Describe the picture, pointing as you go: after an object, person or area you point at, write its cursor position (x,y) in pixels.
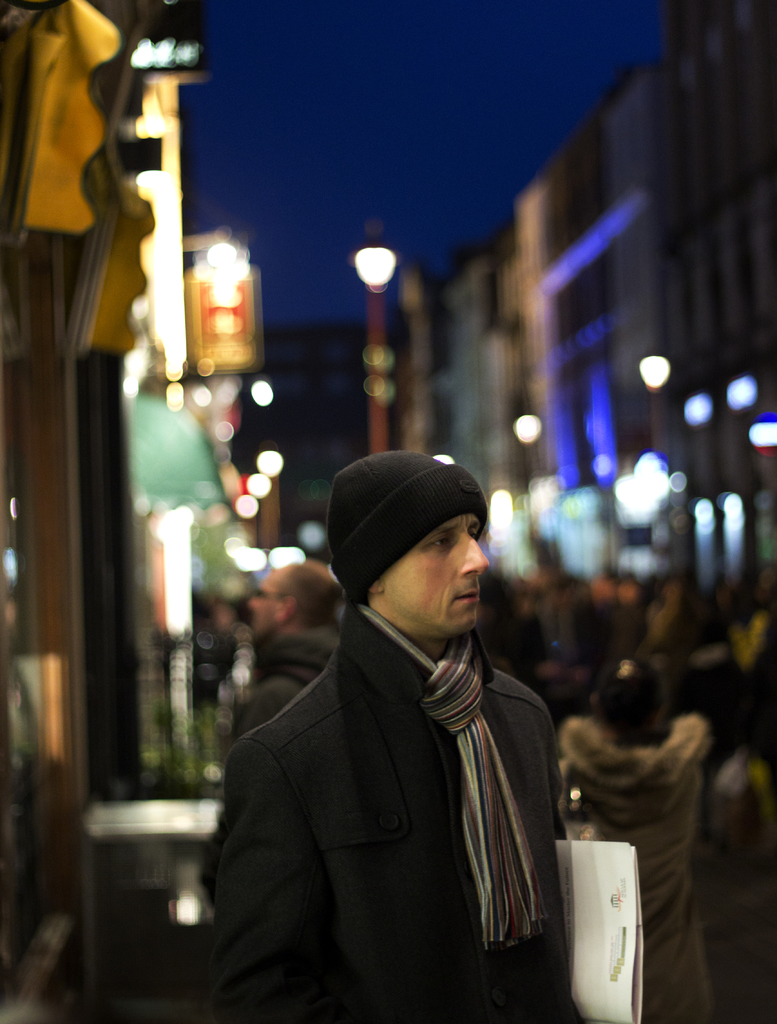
In the image there is a man (416,640) in the middle (416,640) with grey suit (416,778), scarf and black cap (411,517) holding a file (609,898), this is clicked on a street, in the back (118,462) there are buildings (146,385) on either side with many people (626,690) walking in the middle of the road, this is clicked at night time and above its sky (264,161).
